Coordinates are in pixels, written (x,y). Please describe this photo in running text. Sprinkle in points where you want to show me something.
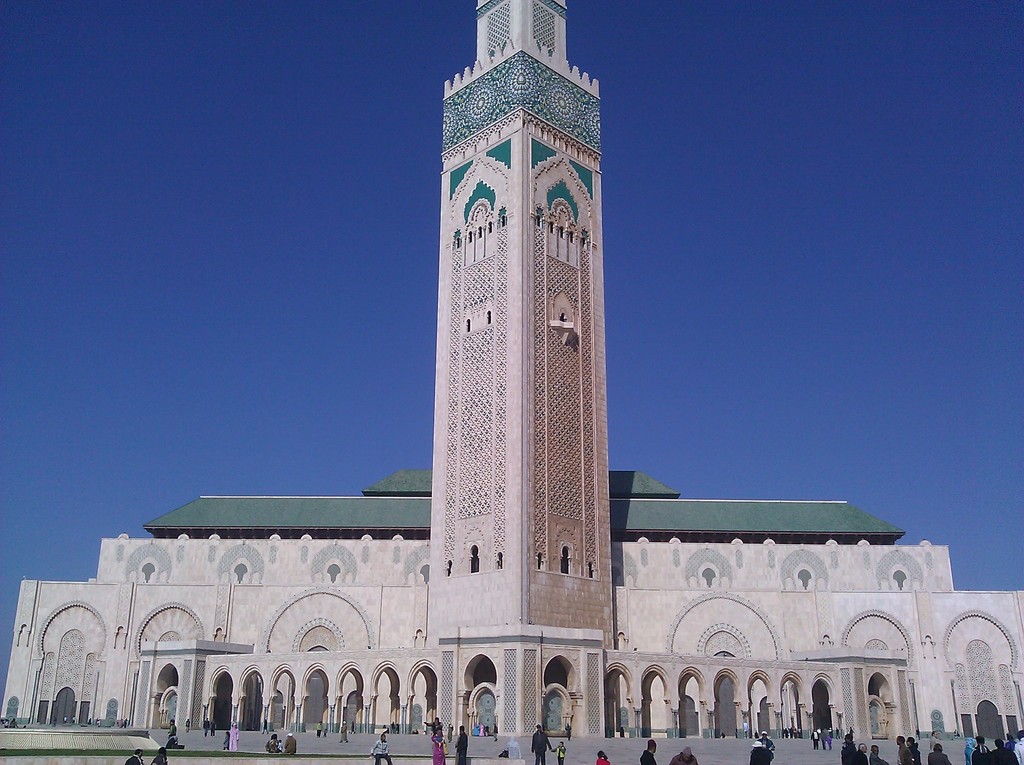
At the bottom of the image (539,725) there are many people (1004,750). And there is a building (362,610) with walls (343,610), arches (307,634), roof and also there is a big pillar (590,404) with designs (486,175) on it. And in the background (912,222) there is a sky (325,341).
